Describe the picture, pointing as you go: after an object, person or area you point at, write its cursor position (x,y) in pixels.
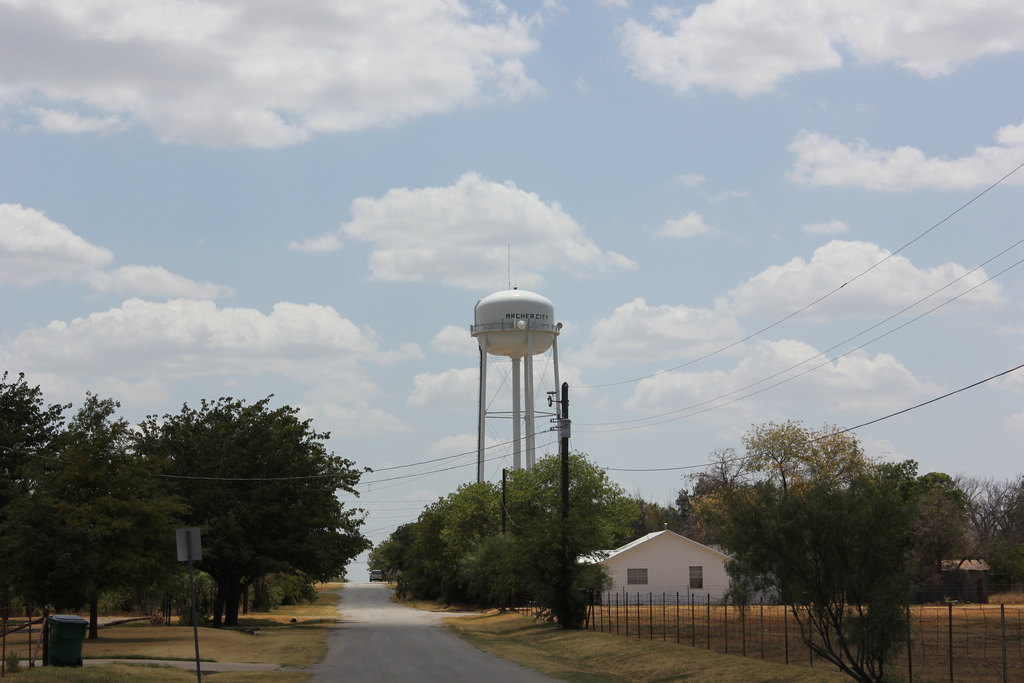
In the image I can see a house (659,547), tank (558,367) and around there are some trees (293,598) and plants (557,529).
